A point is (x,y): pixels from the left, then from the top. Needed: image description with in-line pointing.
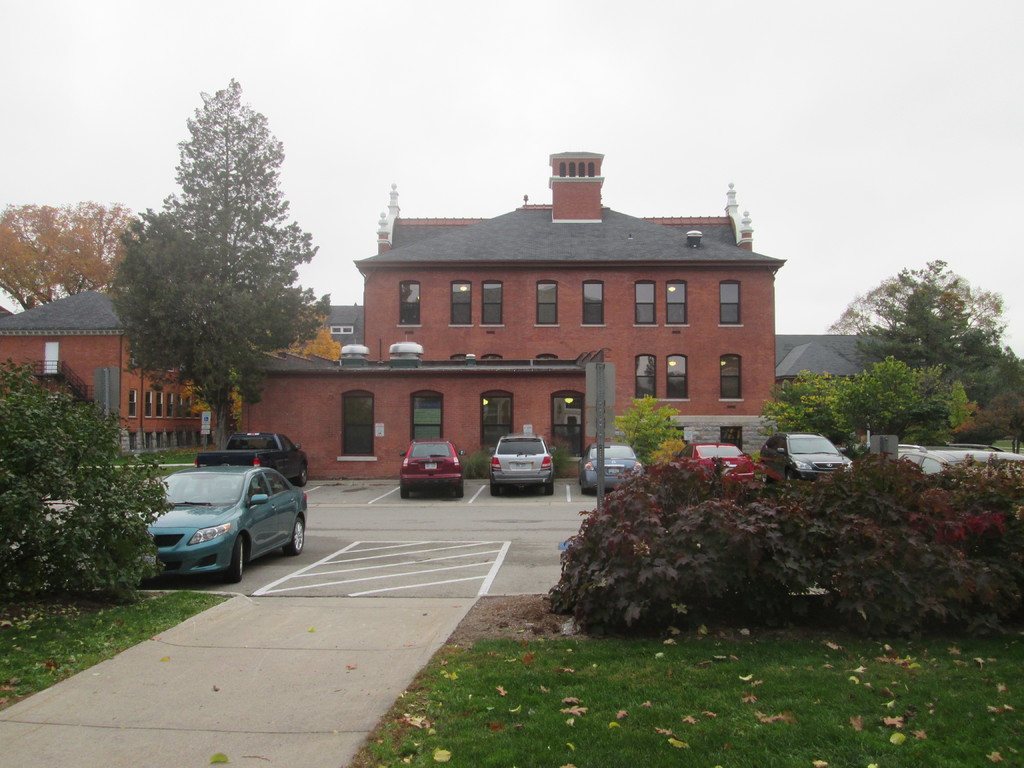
As we can see in the image there is grass (772,697), plants (33,532), trees (263,325), houses (716,350), vehicles (738,456) and sky (635,76).
